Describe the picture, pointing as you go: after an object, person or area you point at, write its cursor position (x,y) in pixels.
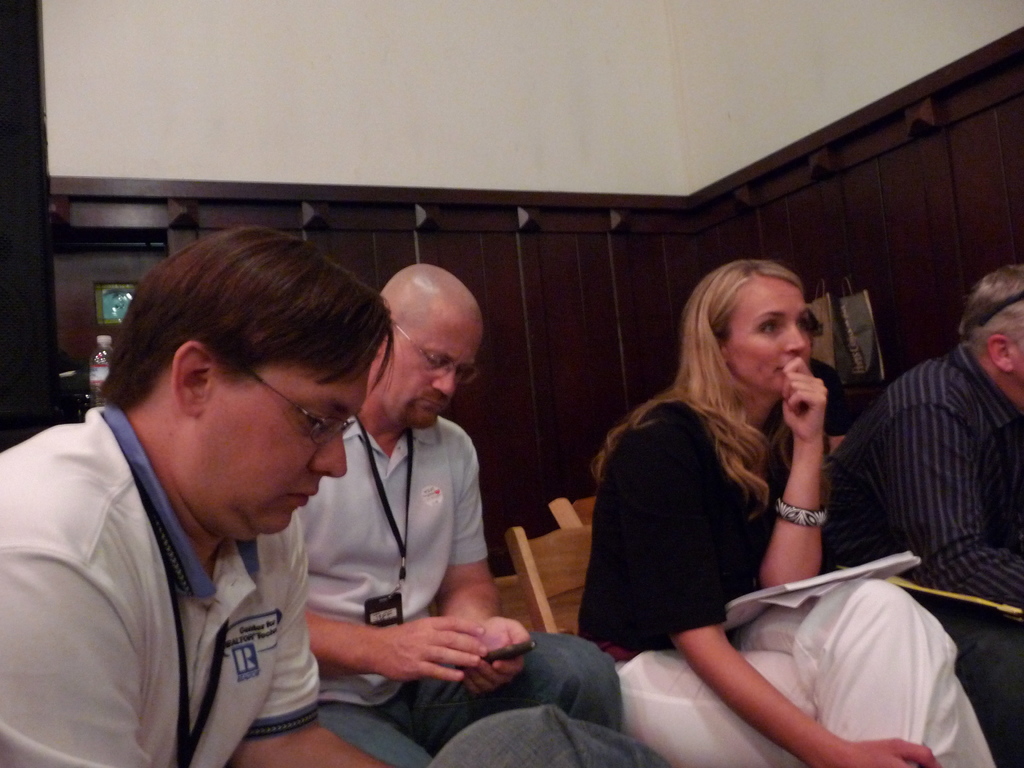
In this image I can see on the left side (274,484) two men (253,633) are sitting, they are wearing t-shirts (252,640), spectacles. On the right side (802,751) a woman (701,563) is there, she is wearing a black color top (685,534) and a white color trouser (808,668).
